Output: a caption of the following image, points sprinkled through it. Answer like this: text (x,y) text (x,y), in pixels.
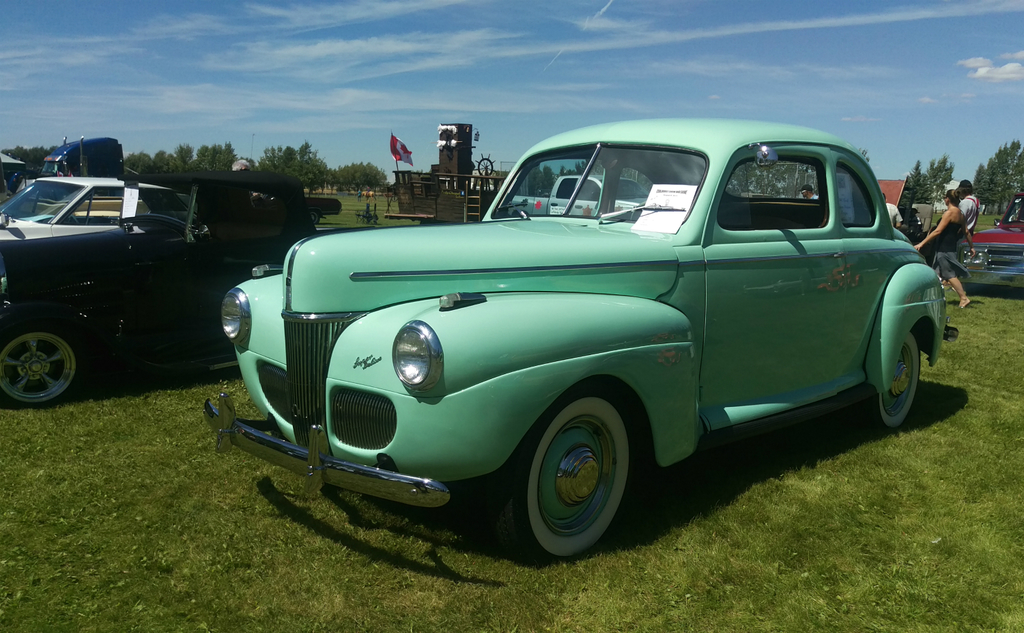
In this picture we can see some vehicles (98,246) parked on the grass (697,460). Behind the vehicles (804,230) there are a group of people (944,230). Behind the people (959,229), those are looking like houses (893,195), trees (941,190) and the sky (477,51). On a vehicle (445,145), it looks like a flag (397,155).
